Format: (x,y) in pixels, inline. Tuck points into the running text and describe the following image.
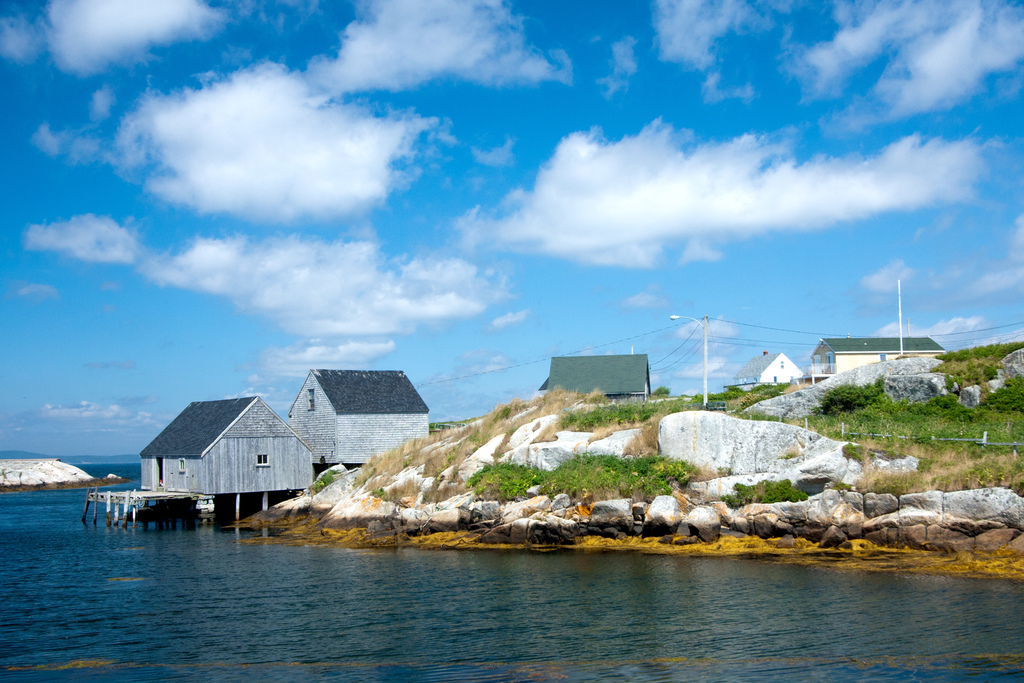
In this image there is water (696,582) at the bottom (404,585). In the middle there are some house (830,363) background (515,102) is the sky (510,115).
